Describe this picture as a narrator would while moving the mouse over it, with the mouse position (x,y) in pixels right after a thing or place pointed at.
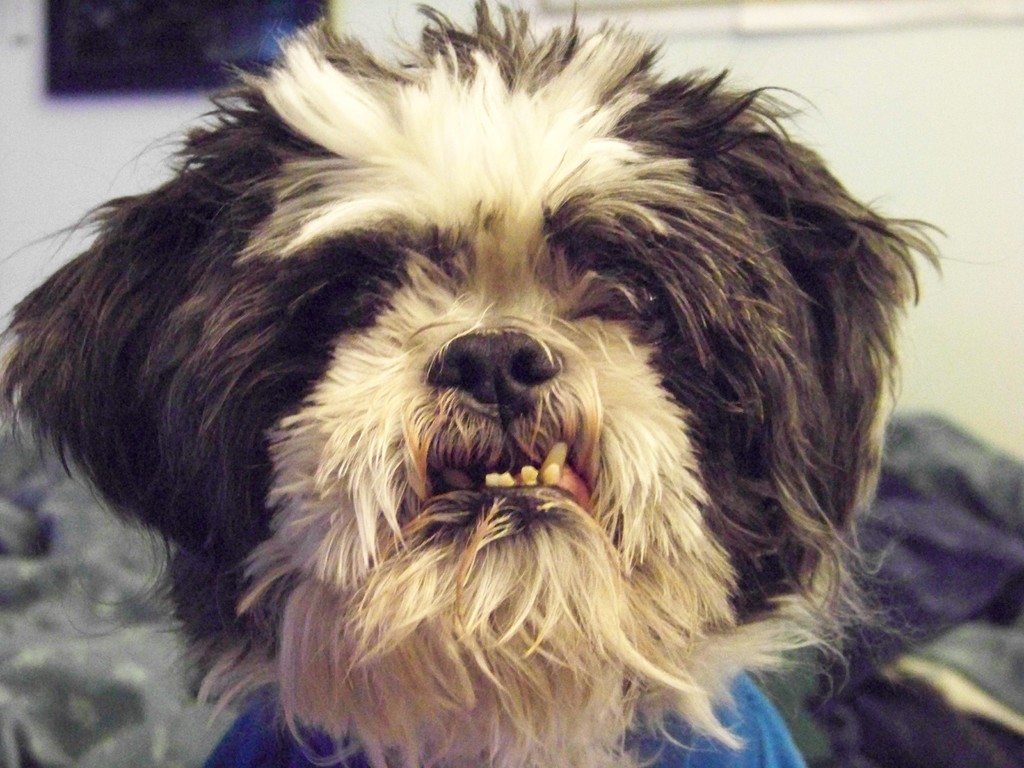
In this image we can see a dog (626,483). In the background (930,711), we can see some clothes (22,672) and the wall (888,40).
